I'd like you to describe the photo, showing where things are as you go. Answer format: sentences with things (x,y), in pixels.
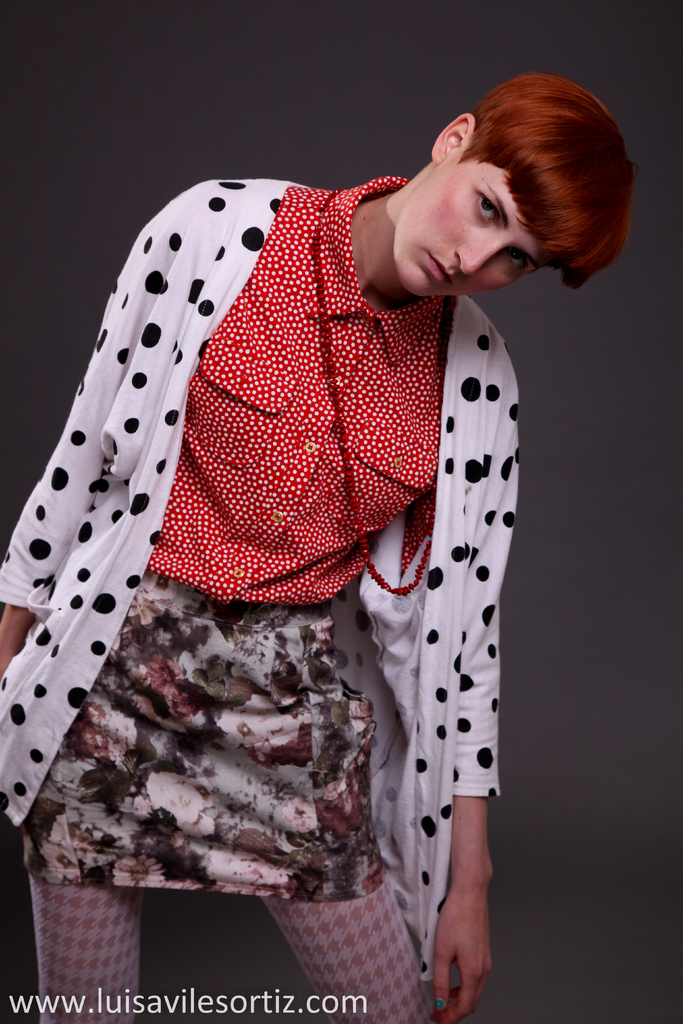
In front of the image there is a person (442,521) standing. Behind her there is a wall (253,99). There is some text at the bottom of the image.
